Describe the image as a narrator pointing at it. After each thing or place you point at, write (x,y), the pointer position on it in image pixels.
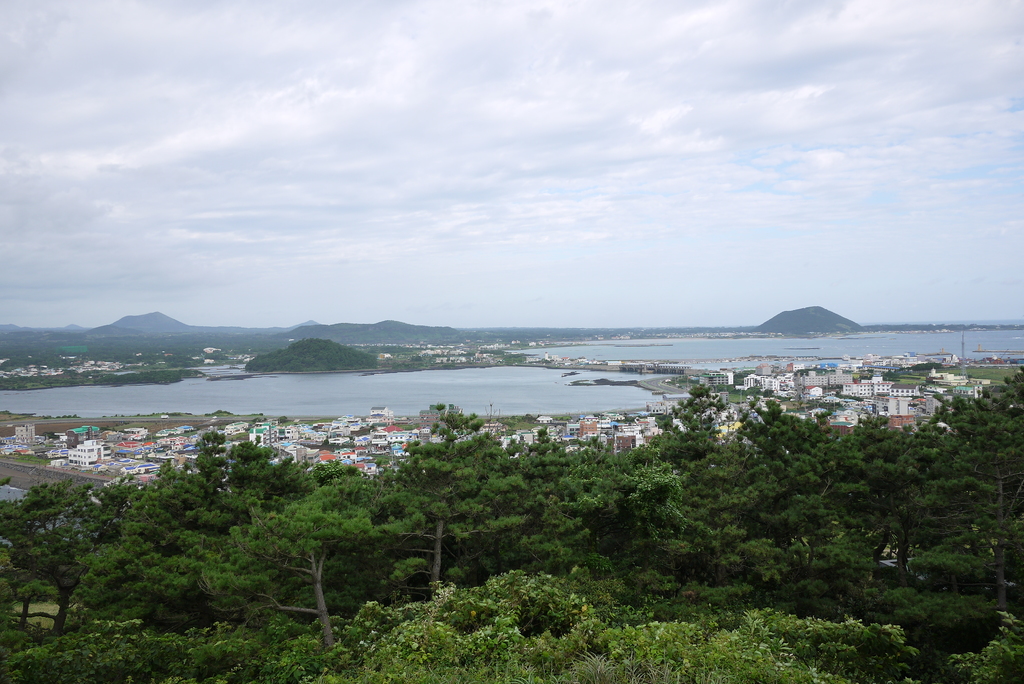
In this image I can see at the bottom (673,499) there are trees (463,546), in the middle (653,402) there are buildings (485,427) and it looks like there is the river (512,399). At the top (601,135) there is the sky (551,150).
